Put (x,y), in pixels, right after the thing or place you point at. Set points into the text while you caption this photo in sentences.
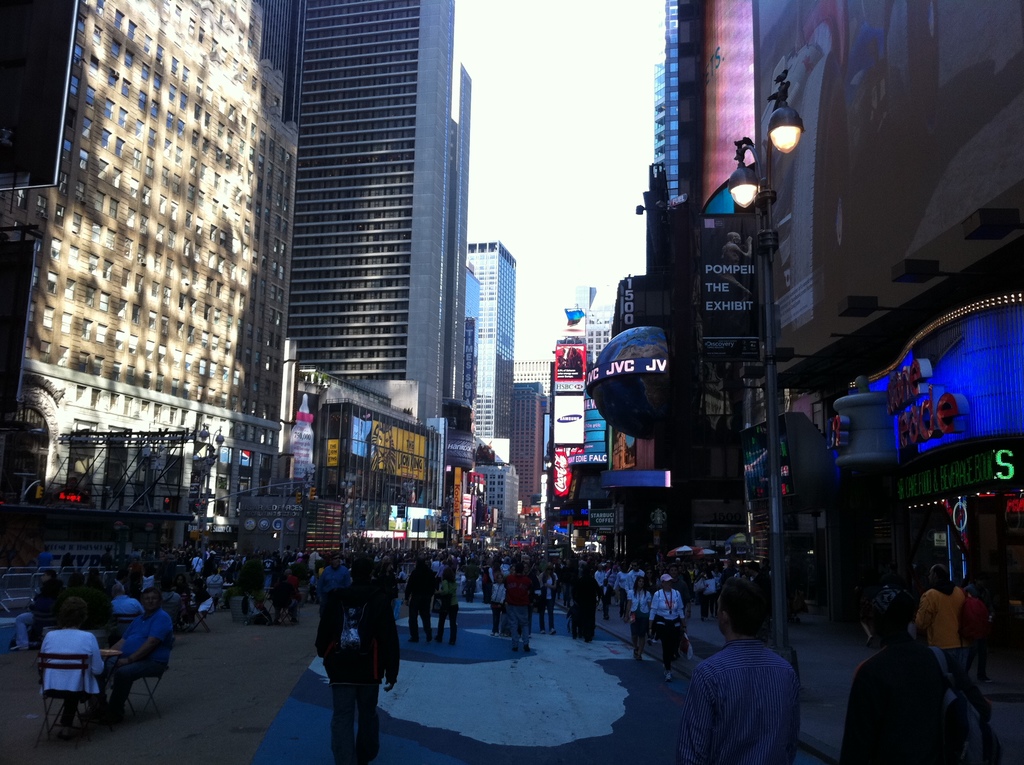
In this image I can see the group of people (375,636) with different color dresses (332,605). To the left (81,616) I can see few people (29,623) sitting on the chairs (51,655). To the side these people (153,655) there are buildings (249,495) and the light poles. In the background (597,183) I can see the white sky (526,205).
